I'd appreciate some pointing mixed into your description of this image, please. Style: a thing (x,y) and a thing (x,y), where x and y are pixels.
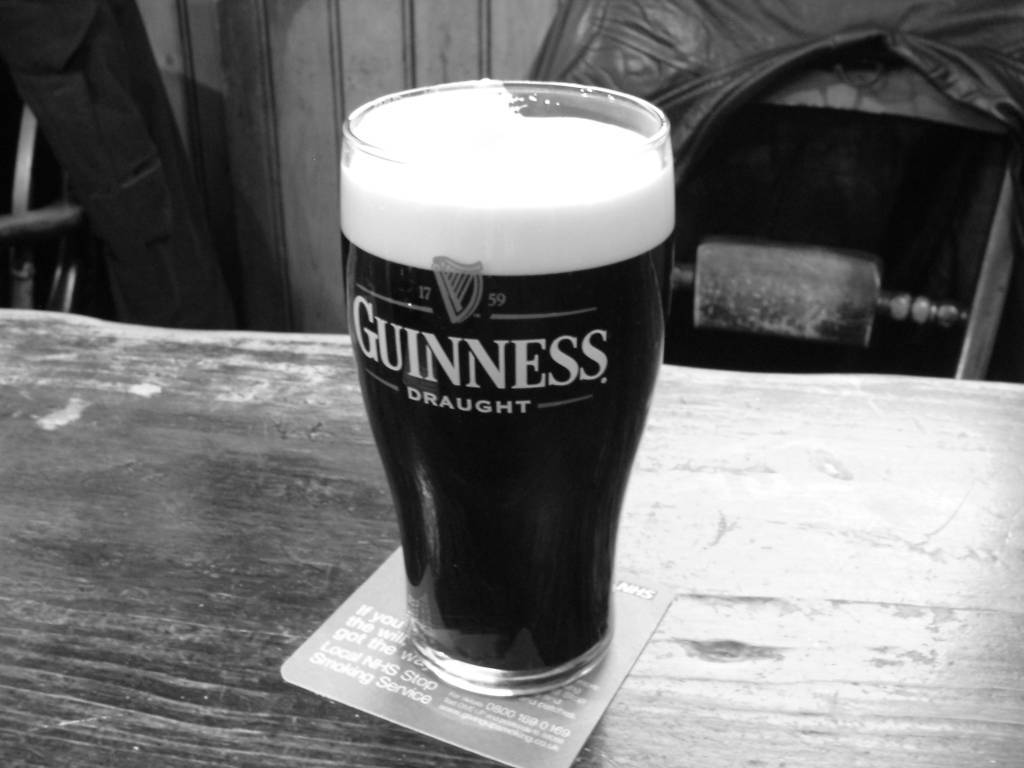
On this table (268,376) there is a card (617,642) and glass (509,384) with liquid (514,496). Beside this table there are chairs (19,180).
